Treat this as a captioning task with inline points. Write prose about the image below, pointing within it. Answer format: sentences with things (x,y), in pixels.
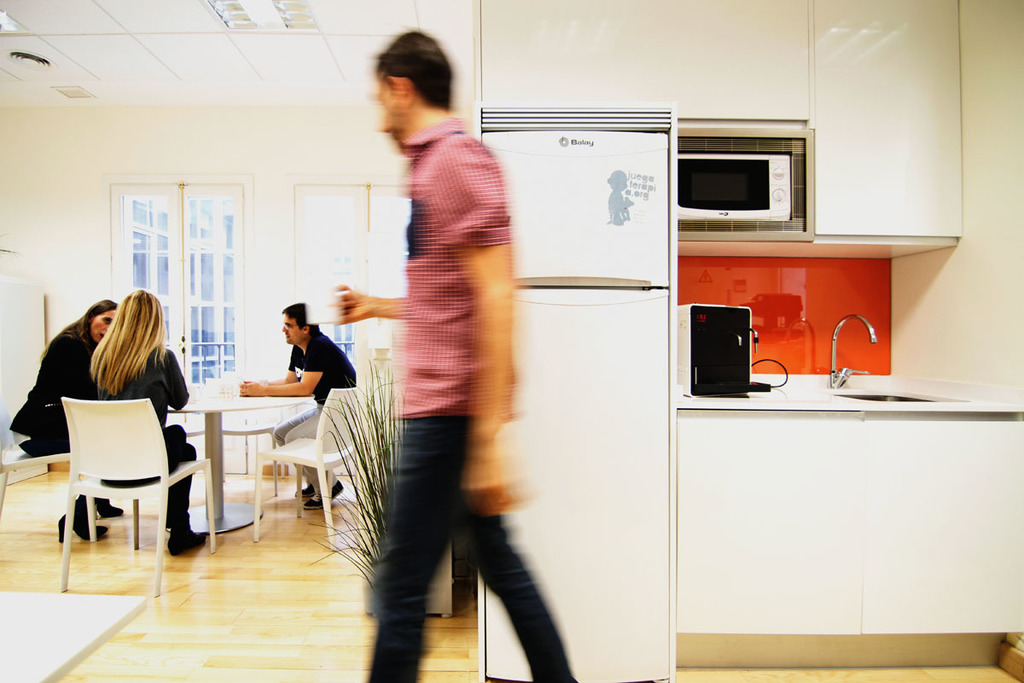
This picture is taken inside the room (835,391). In this image, in the middle (476,307), we can see a man (461,164) walking on the floor (320,682). In the left corner (6,678), we can see one edge (2,658) of a table (2,656). On the right side (885,453), we can see a refrigerator (629,481) and a table (980,401), on the table (959,391), we can see a wash basin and some electronic instrument (725,348). In the right corner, we can see an object (1022,662), on the right side (769,205), we can see microwave oven (784,197) and a shelf (946,97) which is closed. On the left side (329,371), we can see three people (318,361) are sitting on the chair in front of the table (209,398). In the background (229,268), we can see a glass window (314,243) and a door (306,246), at the top (196,24), we can see a roof (196,24) with few lights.
